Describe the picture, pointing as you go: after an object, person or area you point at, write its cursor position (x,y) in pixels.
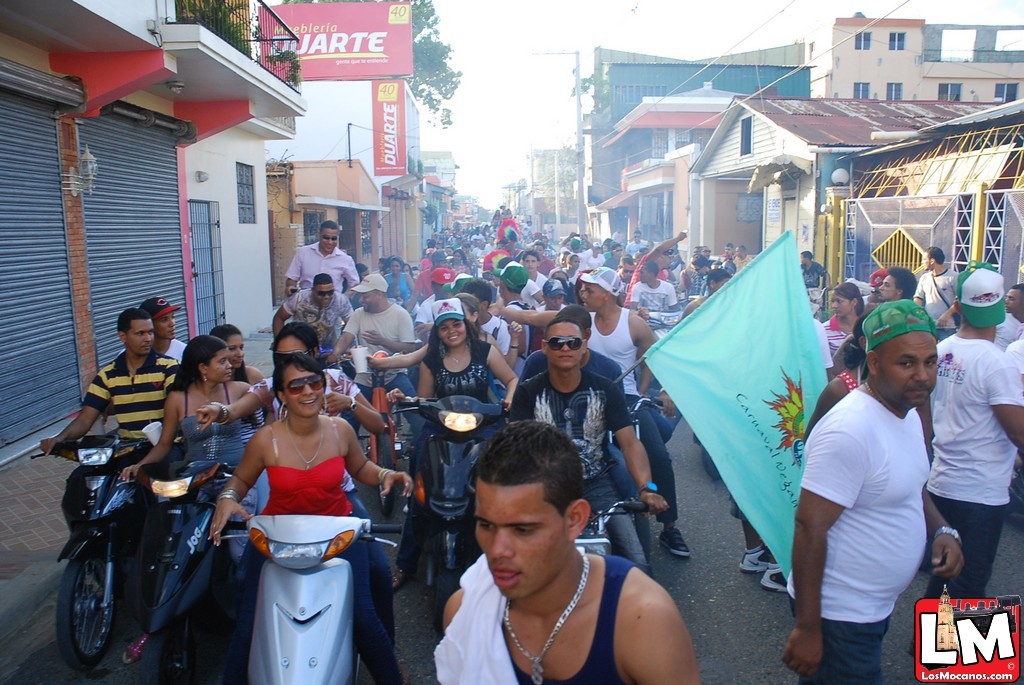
In this image we can see some people (525,355) on the road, a few of them are riding bikes (459,447) and a few of them are standing and there is a flag (723,411), on the right side of the image (762,202) there are buildings (595,218), pole (582,214), light (837,181) and at the left side of the image (116,196) there are buildings (69,197), shutters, tree (417,33) and plants (246,50) on the building (251,47) and sky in the background (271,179).
